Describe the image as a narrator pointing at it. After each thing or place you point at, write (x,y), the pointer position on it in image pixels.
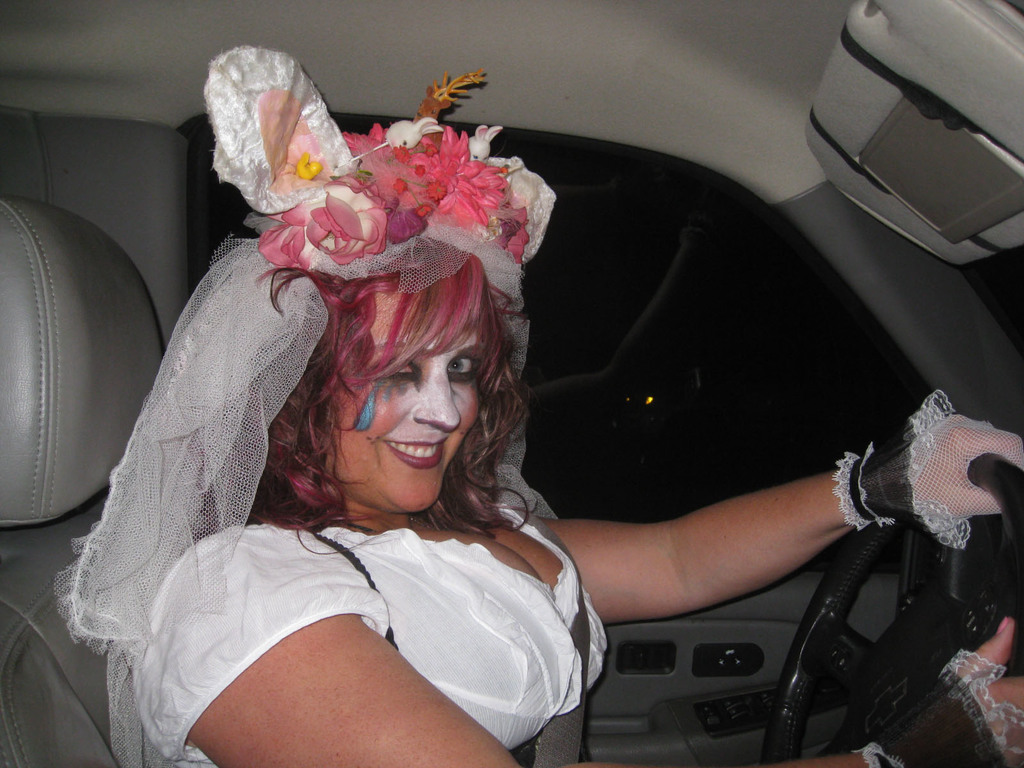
Here in this picture we can see a woman (238,469) sitting in a car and we can see she is wearing a costume (248,547) and face paint (413,435) and smiling and we can see gloves (890,487) on her hand (907,486), that are present on the steering (984,479) and beside them we can see a glass window (641,390) present.
